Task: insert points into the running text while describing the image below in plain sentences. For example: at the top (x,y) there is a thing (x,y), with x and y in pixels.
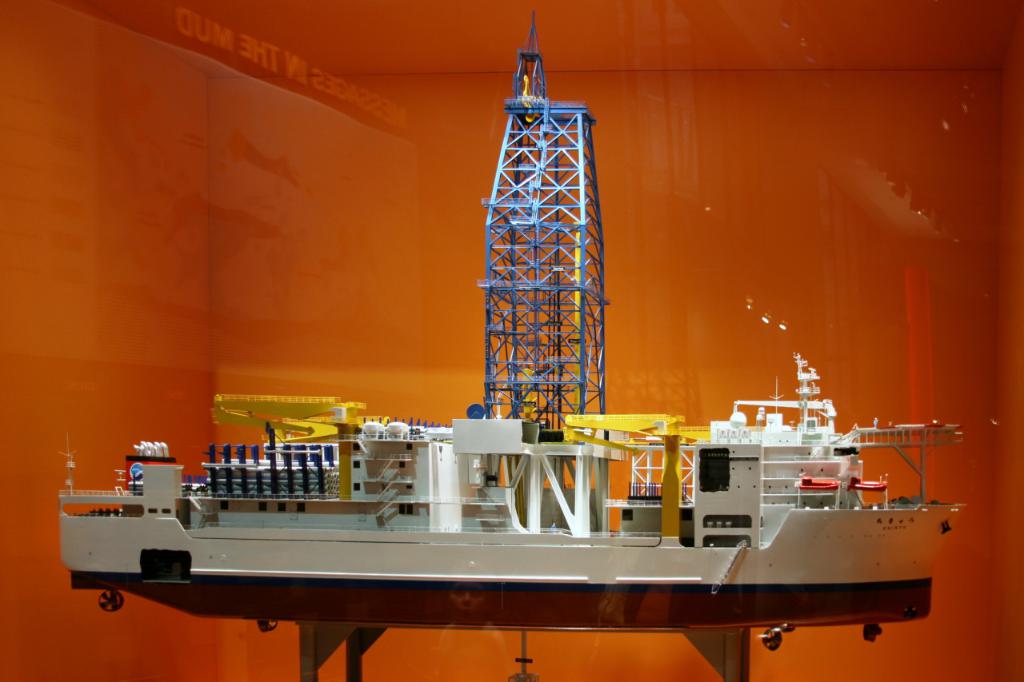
In the image there is a table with a model of a ship (411,509) with pole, stairs (392,518), pillars (674,459) and many other objects (253,480) in it. Behind that model (235,461) there is a glass (696,137) with reflection (287,53) of few objects (254,52) on it.
